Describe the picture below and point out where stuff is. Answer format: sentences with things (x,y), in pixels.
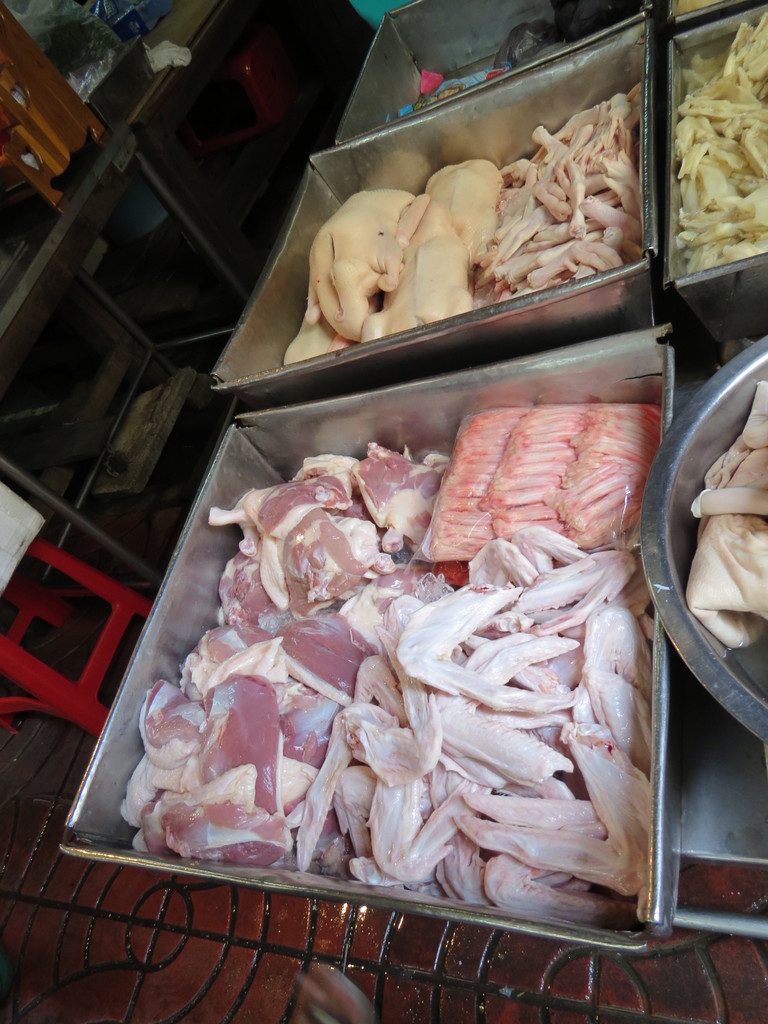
In this image we can see food items (406,485) in trays (629,46). At the bottom of the image (300,949) there is floor (162,926). There is a red color stool (91,678) and other objects (112,219).
